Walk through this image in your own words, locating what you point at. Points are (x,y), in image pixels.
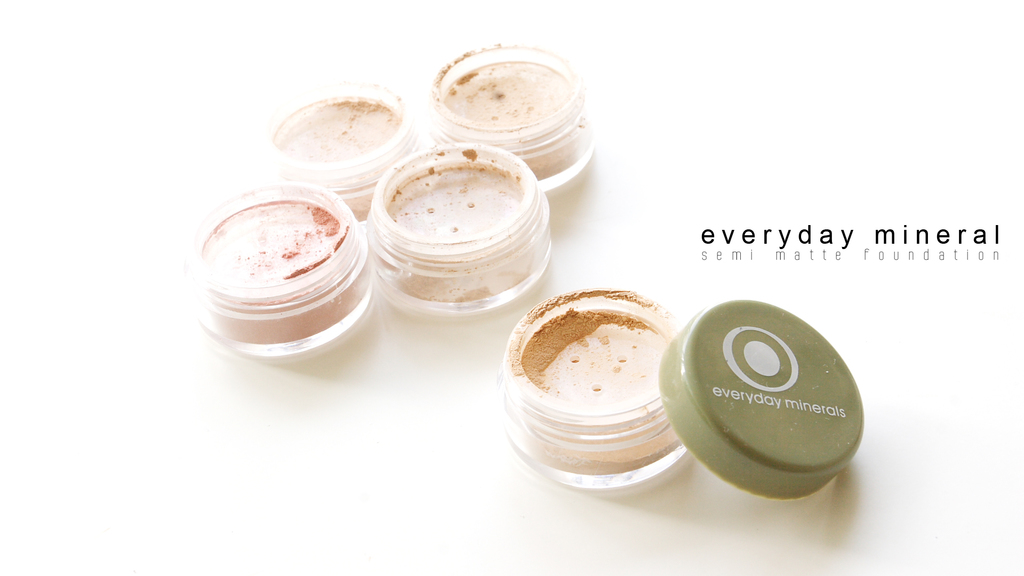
In this picture we can observe white color boxes (387,280) with foundation (327,228) in them. There is a green color cap (772,395). We can observe black color text (768,240) on the white background (664,213).
